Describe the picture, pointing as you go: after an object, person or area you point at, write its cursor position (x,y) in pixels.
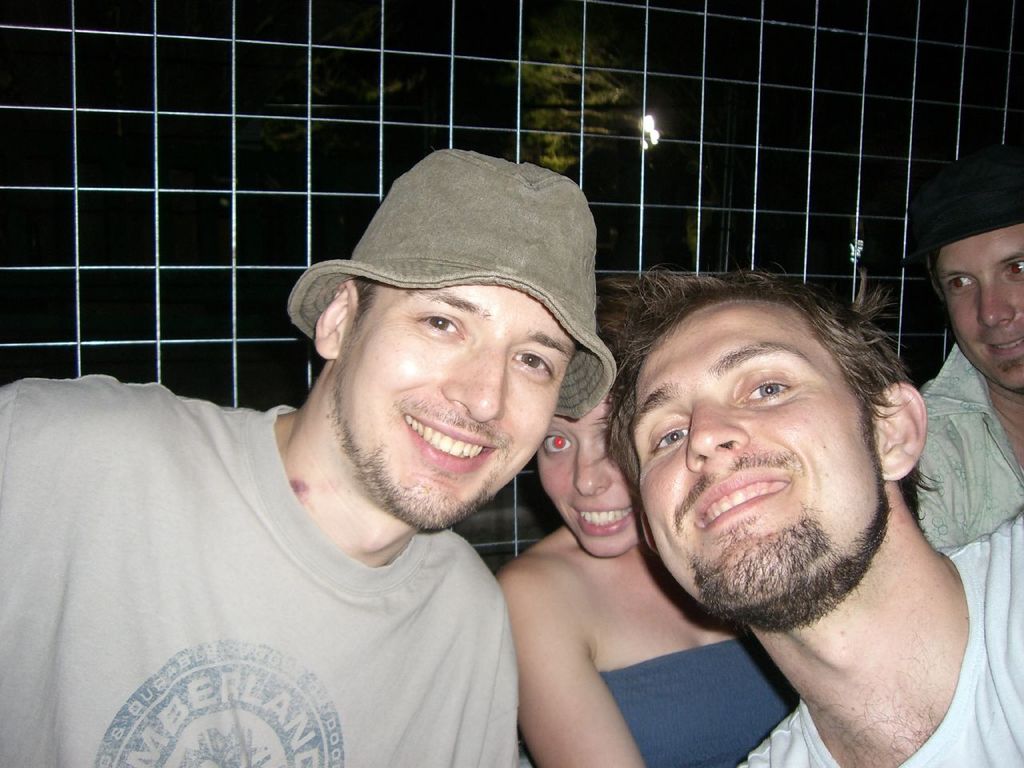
Here I can see three men (812,608) and a woman (599,526) are smiling and giving pose for the picture. At the back of these people (396,291) there is a net (702,208). In the background (565,91), I can see a tree (565,118) and a light (650,126) in the dark.
